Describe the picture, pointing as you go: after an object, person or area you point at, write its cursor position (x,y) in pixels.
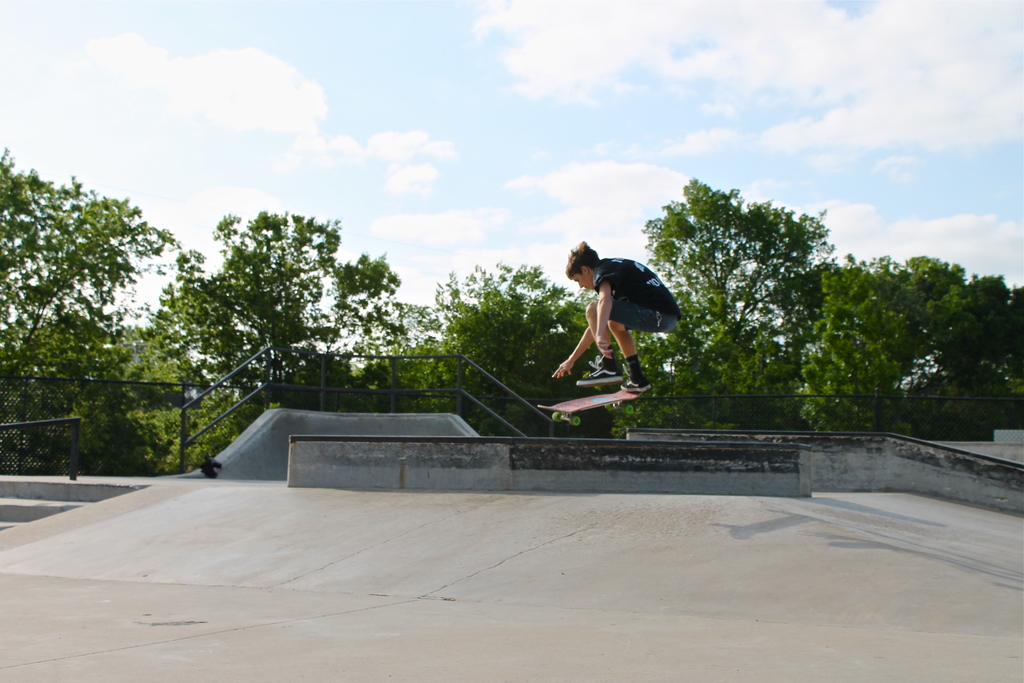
Here we can see a person (636,327) and skateboard (632,395) in the air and this is floor (363,548). In the background (34,349) we can see fence (31,439), poles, trees (126,417) and clouds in the sky (600,224).
